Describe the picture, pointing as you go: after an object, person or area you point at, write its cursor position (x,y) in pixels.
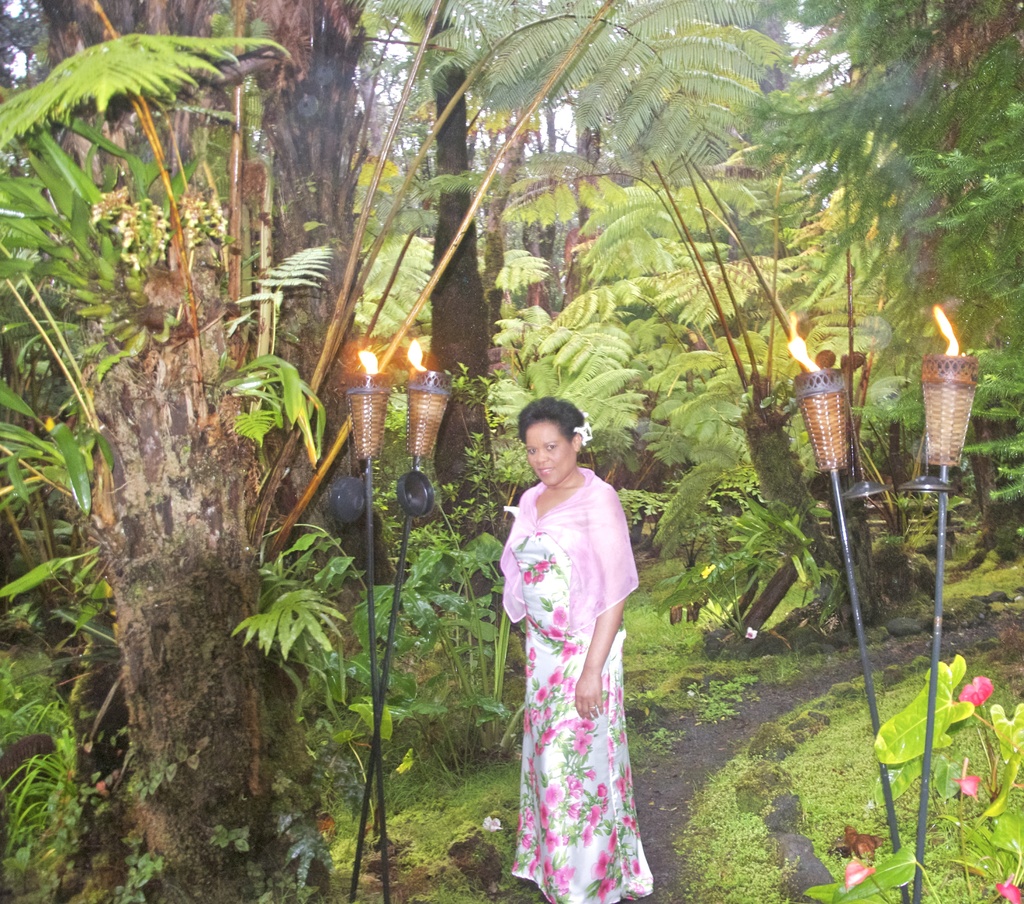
In this image in the middle (577,584), there is a woman (586,581), she wears a pink dress (579,646). On the right (847,430) there are trees (933,342), plants (885,731), grass (857,774), lights (966,429), sticks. On the left (193,540) there are trees (130,494), lights (412,383), sticks (367,499), plants (351,578) and grass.
